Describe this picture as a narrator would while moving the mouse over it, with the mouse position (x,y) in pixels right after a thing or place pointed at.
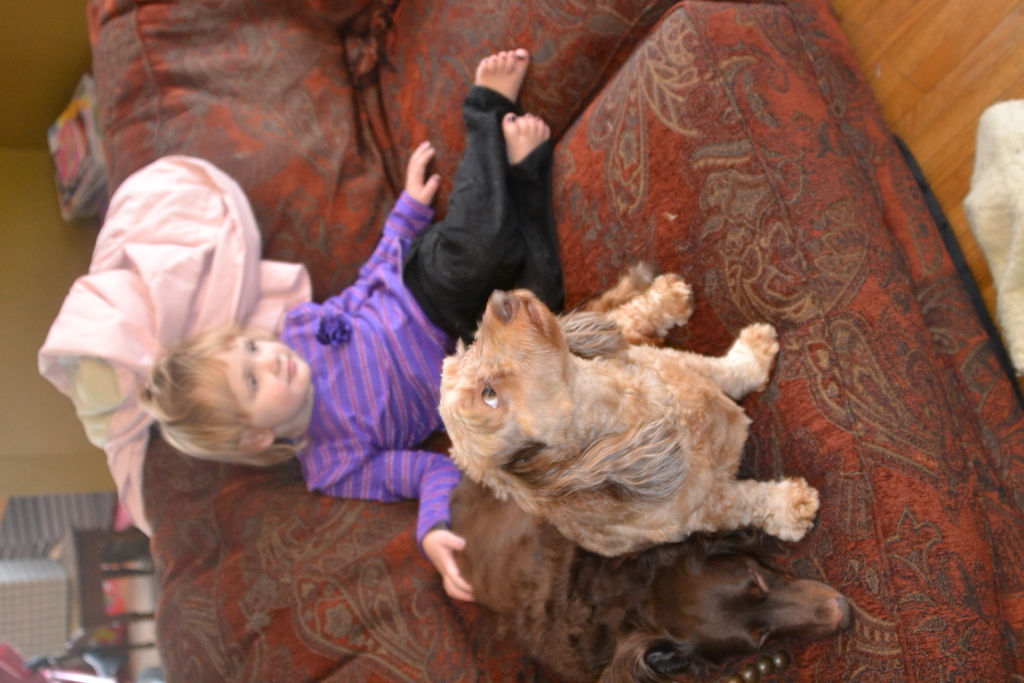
As we can see in the image there is a cloth (173,254), a girl (392,275) and two dogs (635,437) on sofa (594,33).
